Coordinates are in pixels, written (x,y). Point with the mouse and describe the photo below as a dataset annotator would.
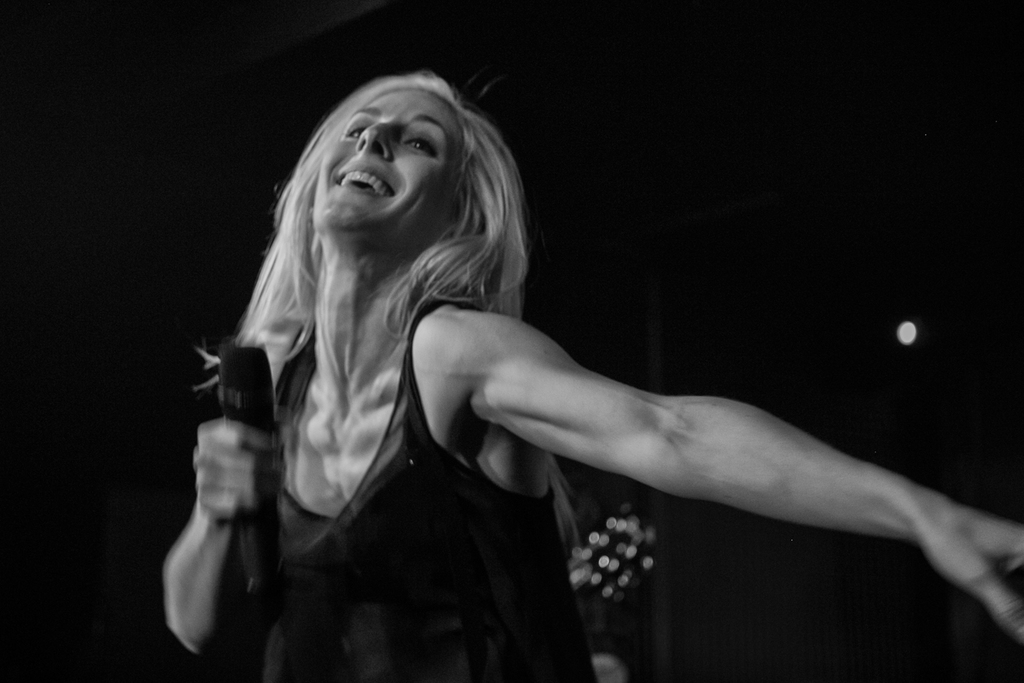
This image consists of a woman (421,555) wearing a black dress (402,521). She is holding a mic (266,418). The background (30,249) is too dark.
